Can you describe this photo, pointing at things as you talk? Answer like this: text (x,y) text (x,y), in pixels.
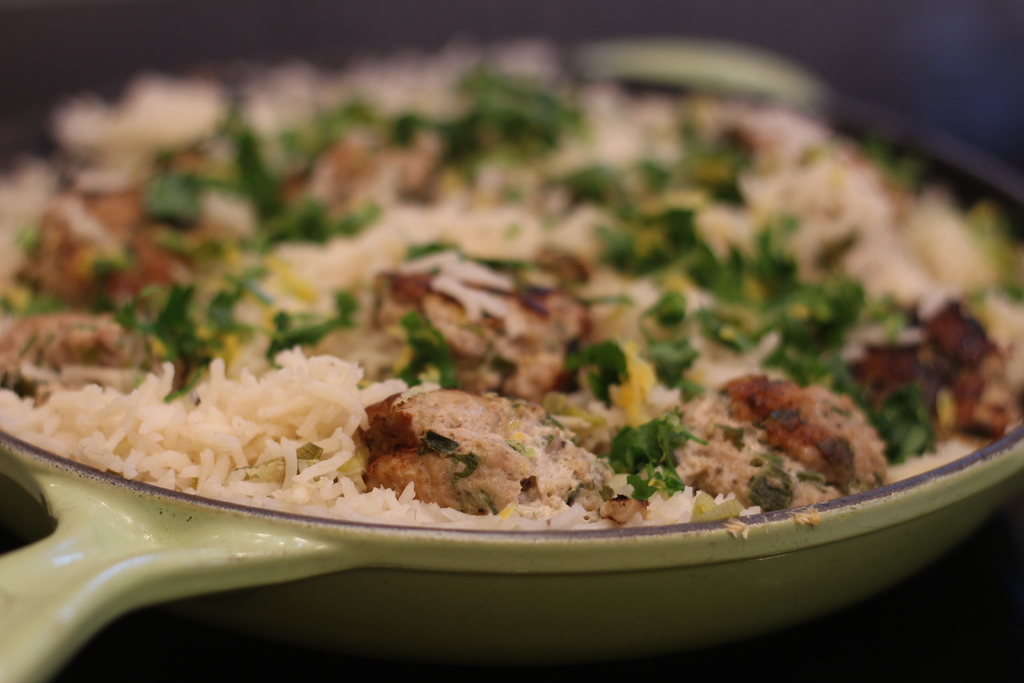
In this picture we can see some food item (551,316) is placed in a pan (50,602).
